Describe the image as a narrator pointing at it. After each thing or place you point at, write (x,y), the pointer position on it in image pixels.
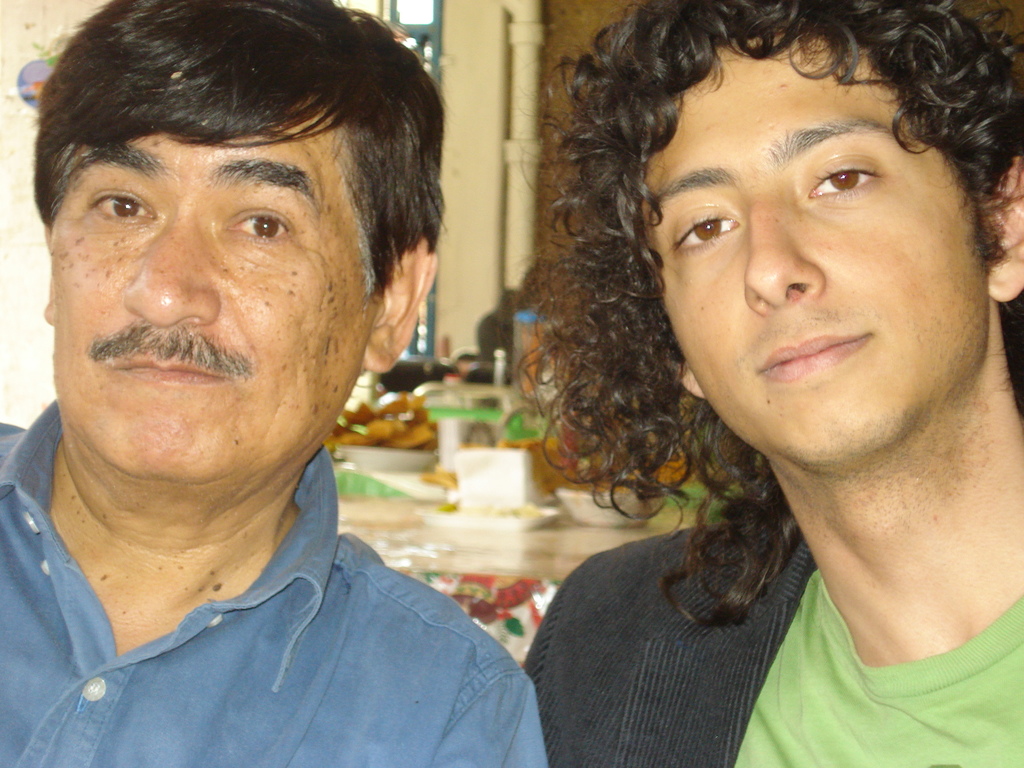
In this picture we can see two persons (609,605) in the front (653,589), in the background (518,552) there is a table (553,556), we can see some plates (416,463) on the table (500,542), we can see some food (424,441) in these plates (581,505), there is a pipe (515,155) here.
